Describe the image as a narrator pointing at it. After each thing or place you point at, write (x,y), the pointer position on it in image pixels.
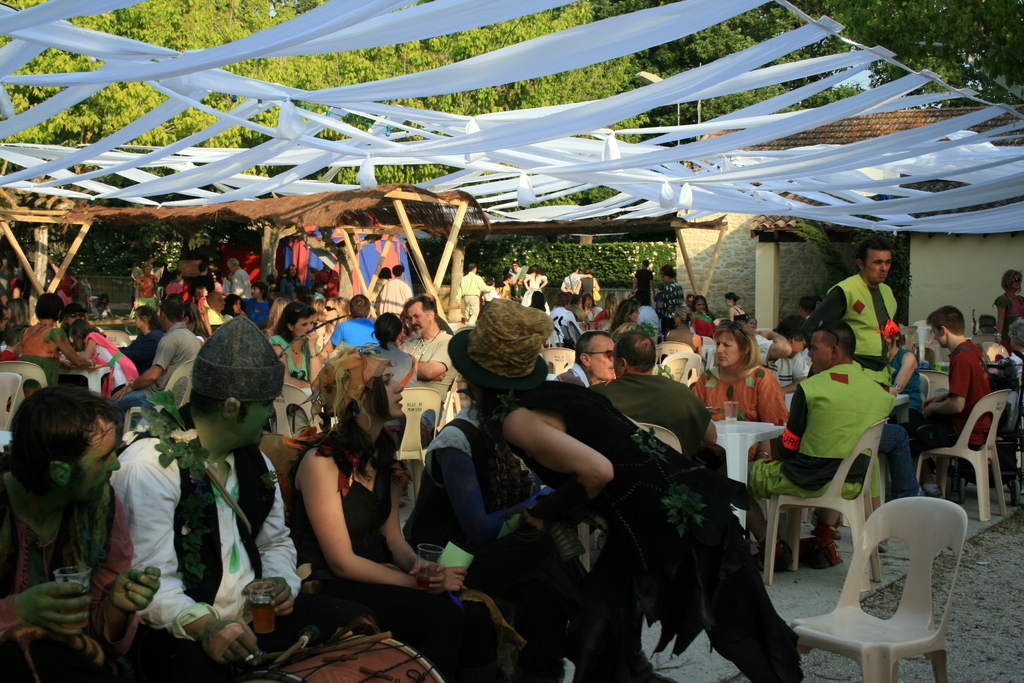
The image looks like it is clicked outside in the garden (142,239). There are many people (488,575) in this image. Most are sitting in the chairs (127,335). And also there are tables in front of them. In the background (121,84), there are many trees (495,106) and light (644,78). To the right (938,263), there is a small house (978,261). To the top (717,66) there is a cloth (449,149) in white color.
